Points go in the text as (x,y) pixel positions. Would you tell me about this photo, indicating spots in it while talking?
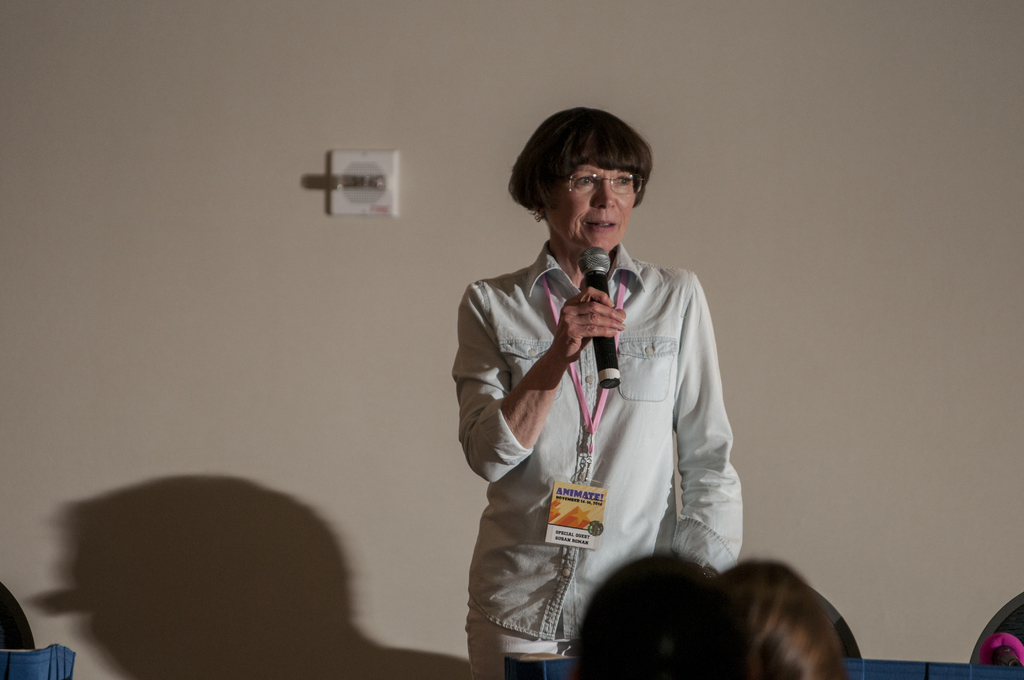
This picture is speaking. She wore shirt (630,269) and has spectacles (622,184), and she is holding a microphone (593,284) in her right hand (605,295). There is a wall (879,270) behind her and there some people (819,631) in front of her.
